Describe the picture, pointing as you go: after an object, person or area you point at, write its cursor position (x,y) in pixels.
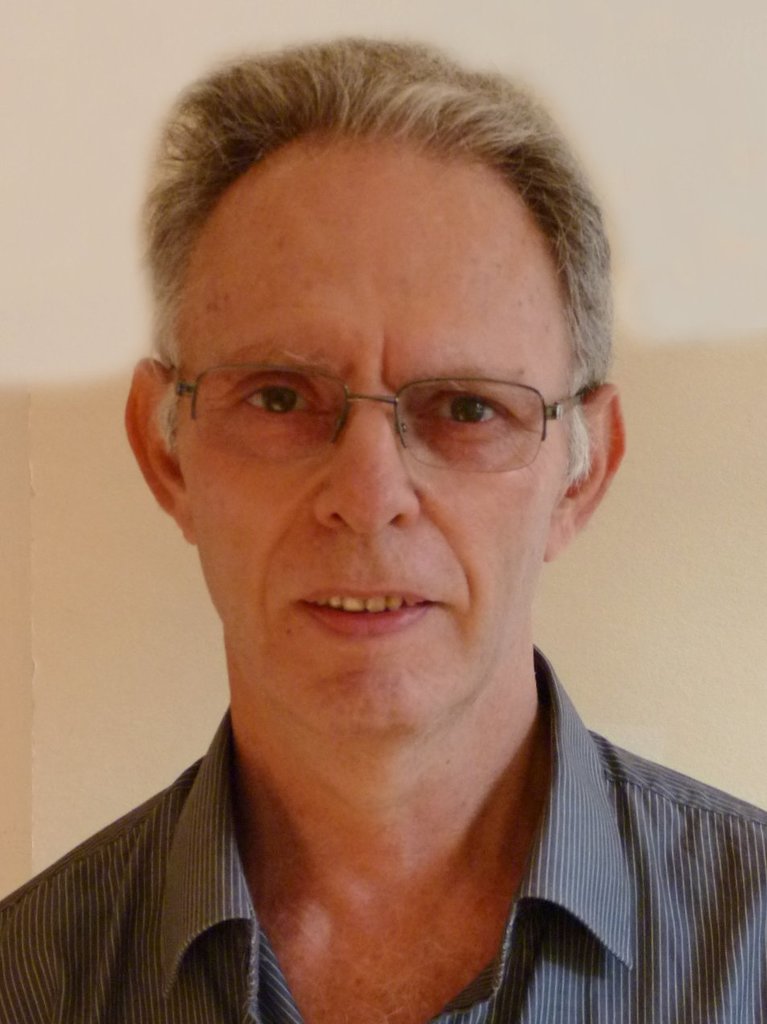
In this image I can see a person (447,718) wearing grey shirt (630,863) and spectacles (424,410). In the background (63,258) I can see the white and cream colored wall (67,537).
